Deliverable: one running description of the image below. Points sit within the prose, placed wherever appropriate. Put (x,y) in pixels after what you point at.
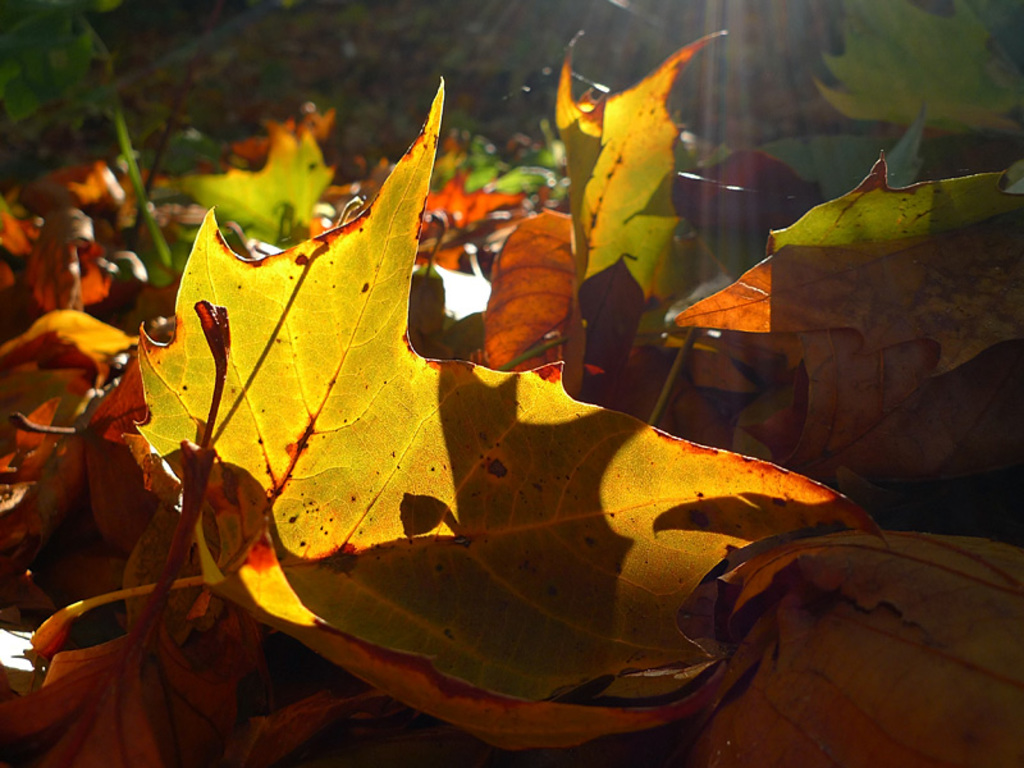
In this image, I can see the dried leaves (338,465). There is a blurred background (872,84).
